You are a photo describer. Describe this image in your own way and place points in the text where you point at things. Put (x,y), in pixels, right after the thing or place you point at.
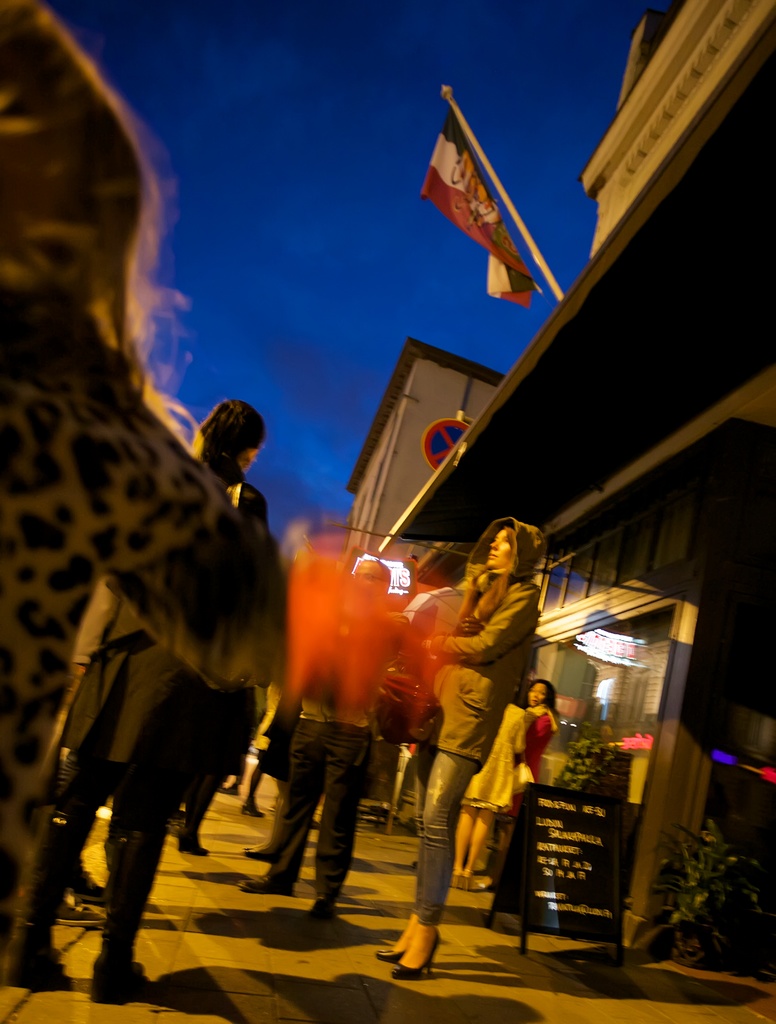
In this image few persons (38,295) are standing on the floor (364,924). There is a board (559,923). Beside there is a pot (718,927) having a plant (731,895) in it. Background (762,662) there is a building (514,506) having a flag (459,162) attached to the pole (548,274). Top of the image (493,191) there is sky (416,204).
